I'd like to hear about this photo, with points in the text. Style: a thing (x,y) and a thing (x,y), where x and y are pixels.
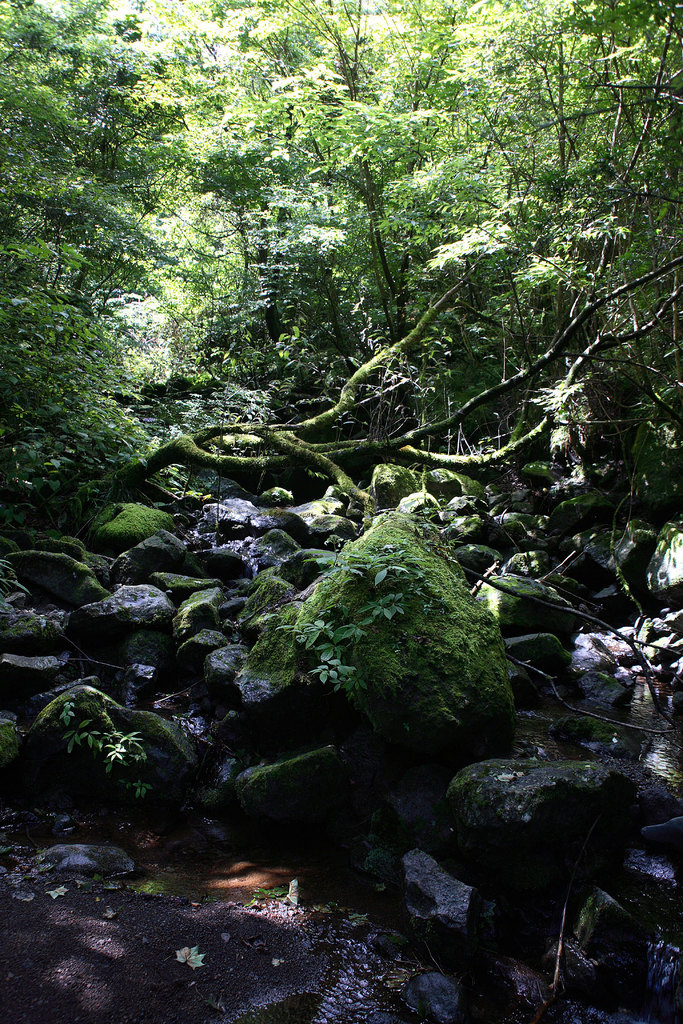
This picture might be taken from outside of the city. In this image, in the background (167,303), we can see some trees (250,254) and plants (495,270), at the bottom (582,725), we can see some plants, wood trunks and some rocks (363,778).
